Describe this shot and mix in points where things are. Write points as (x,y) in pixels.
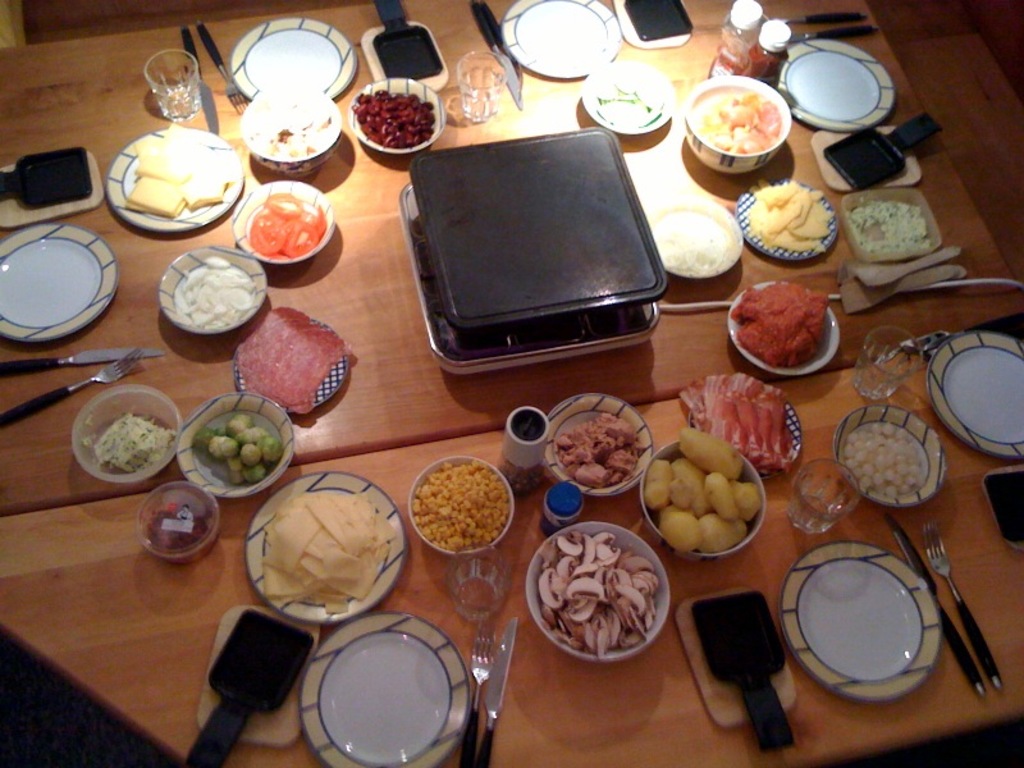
In this image there are food items (295,151) in bowls (561,644) and on the plates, and there are glasses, forks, knives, small pans (728,642) on the coasters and some other items (741,10) on the table (8,124).
